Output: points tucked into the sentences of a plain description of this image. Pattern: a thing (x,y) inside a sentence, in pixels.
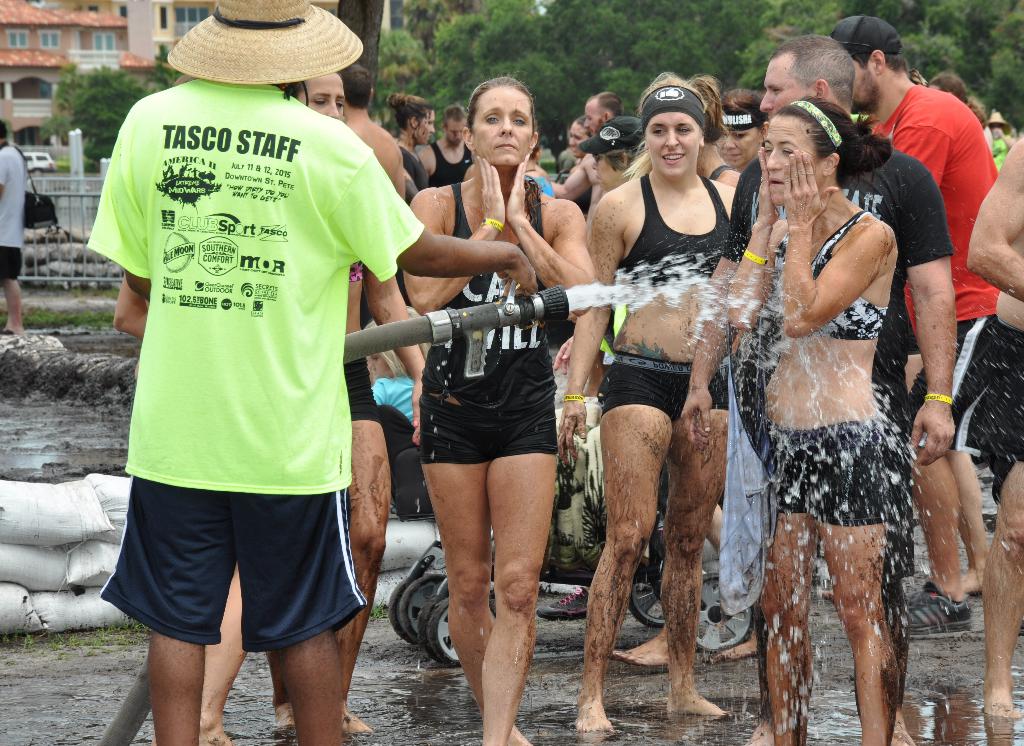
In this image I can see number of people (359,263) are standing. I can see most of them are wearing black dress (740,233) and few of them are wearing caps (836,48). Here I can see one of them is holding a pipe (401,339). In the background (11,554) I can see few white colour bags (50,553), number of trees (560,30), few buildings (135,60) and a vehicle (38,160) over there.
